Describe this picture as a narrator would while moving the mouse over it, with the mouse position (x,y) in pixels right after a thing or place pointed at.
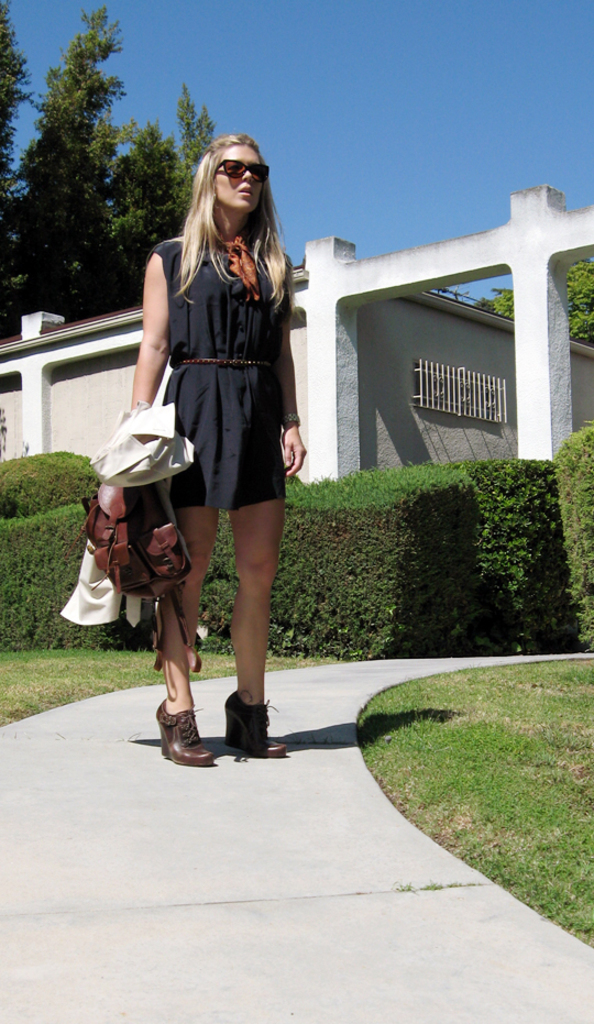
In the center of the image (221,348) there is a person (204,480) standing on the road (210,845). She is holding the bag (149,492) and a jacket (121,432). On both right and left side of the image (67,662) there is grass (479,713) on the surface (520,733). In the background of the image (519,514) there are plants (379,533). There is a building (371,356). There are trees (104,150) and sky (375,51).
